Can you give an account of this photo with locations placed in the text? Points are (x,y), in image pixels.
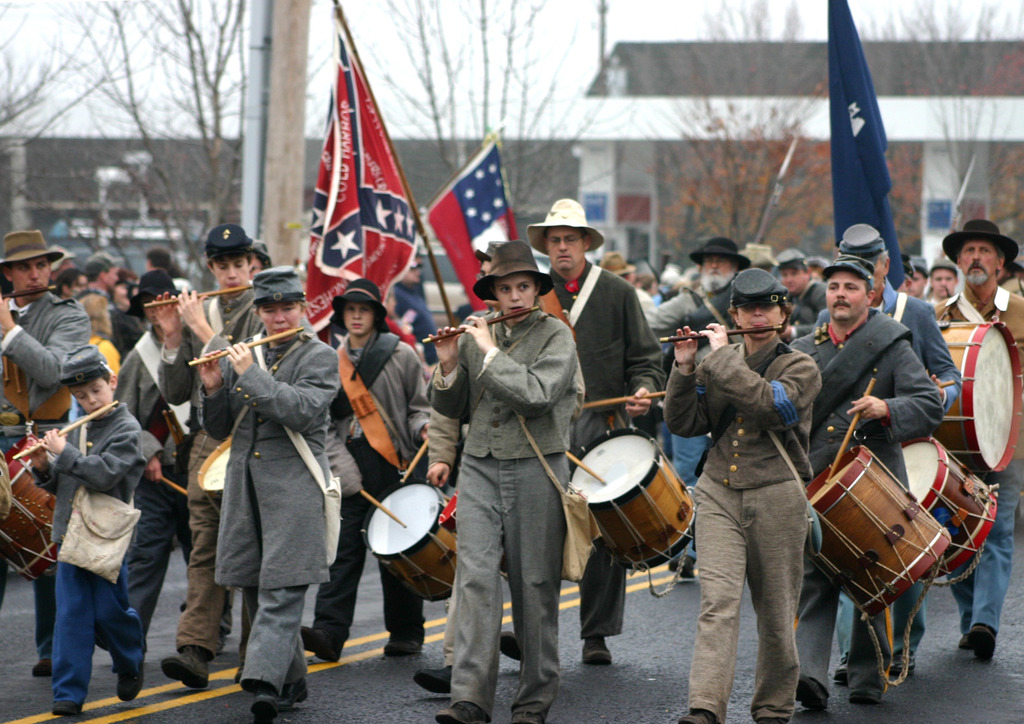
The picture is taken outside the building (739,176) where people (494,542) are walking on the roads (398,690) and playing flutes (520,310) and drums (626,442) and they are wearing hats (851,265). Three people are holding flags (467,289) in their hands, where we can see trees (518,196) and buildings (927,111) on the roads (354,666).
